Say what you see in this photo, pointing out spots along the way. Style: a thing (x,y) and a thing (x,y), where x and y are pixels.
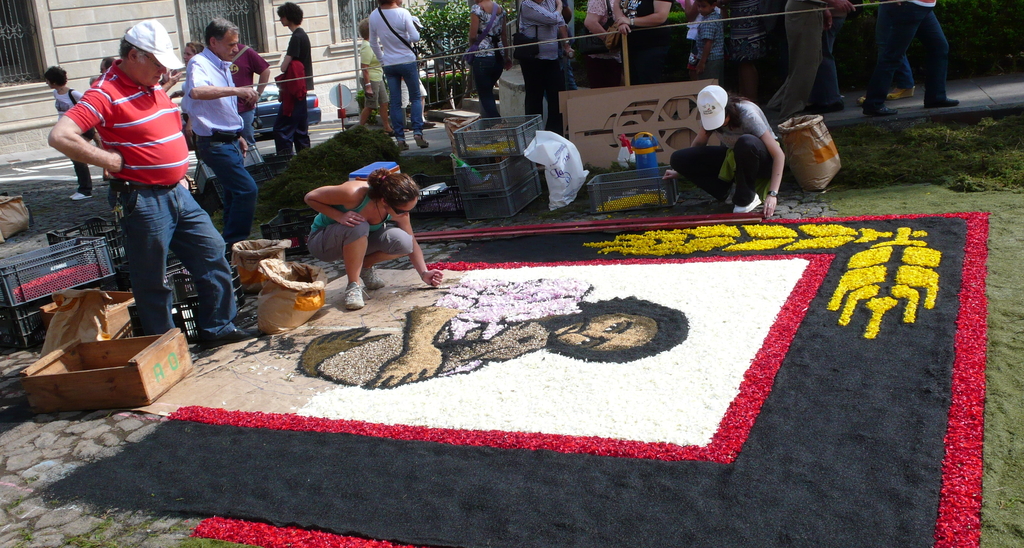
In this image there are a group of people (138,218) and one woman (360,279) is doing an art (449,289), and there are some bags (253,284), baskets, boxes (492,182), and plastic covers (551,147). In the background (742,65) there are some people (307,93) standing, and some of them are walking and there are trees (422,38), plants (467,21), grass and house (316,83) and there is a walkway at the bottom (60,389).
